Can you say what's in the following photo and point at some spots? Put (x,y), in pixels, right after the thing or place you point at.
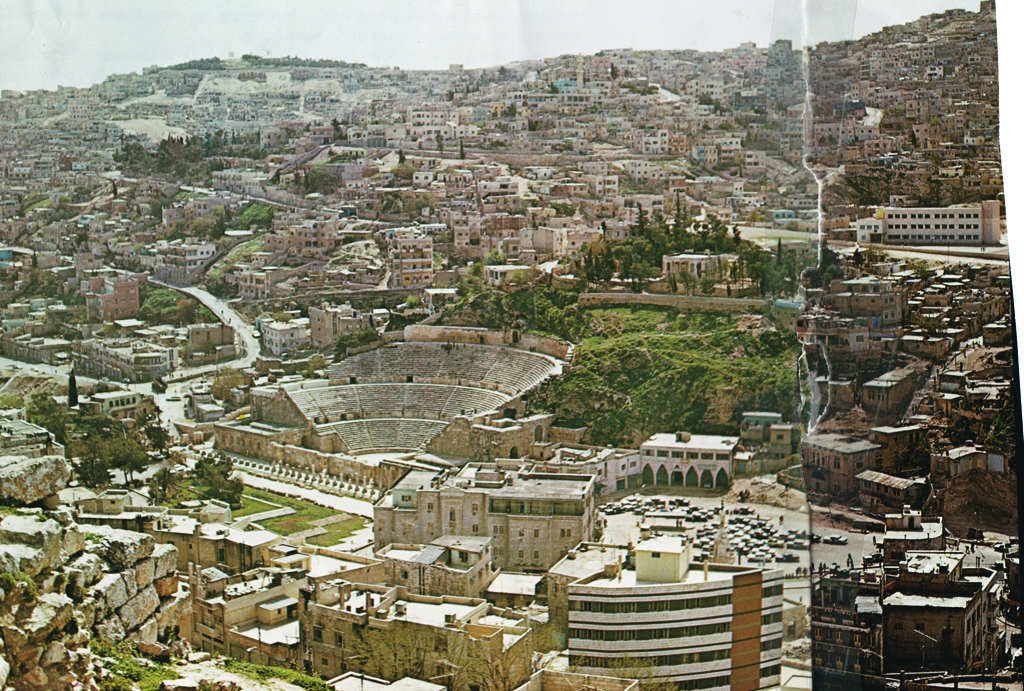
This is a poster (307,205) as we see the torn part (813,120) is attached with a plaster (778,220). In this we can see buildings (646,567), stones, trees (791,263), vehicles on the road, poles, grass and in the background (320,34) we can see a sky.
